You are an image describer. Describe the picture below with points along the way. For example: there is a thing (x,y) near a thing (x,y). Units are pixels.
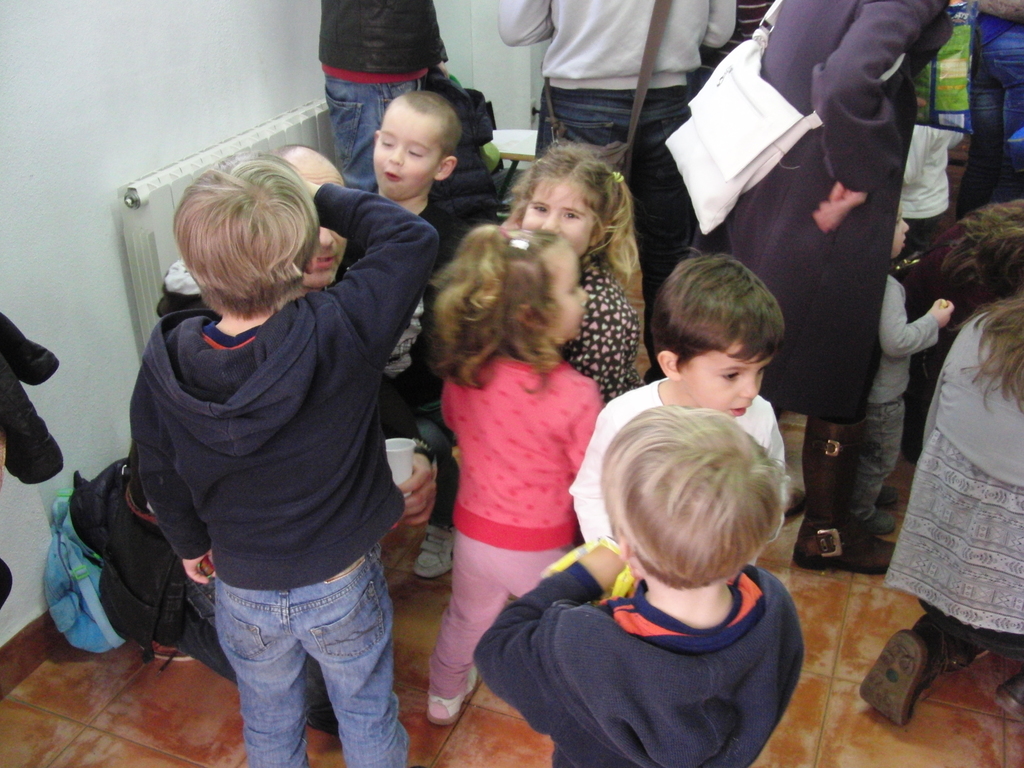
In this image there are people (796,326) and kids (529,363). There is wall (47,259) on the left side (60,244). There is a radiator (296,142).
